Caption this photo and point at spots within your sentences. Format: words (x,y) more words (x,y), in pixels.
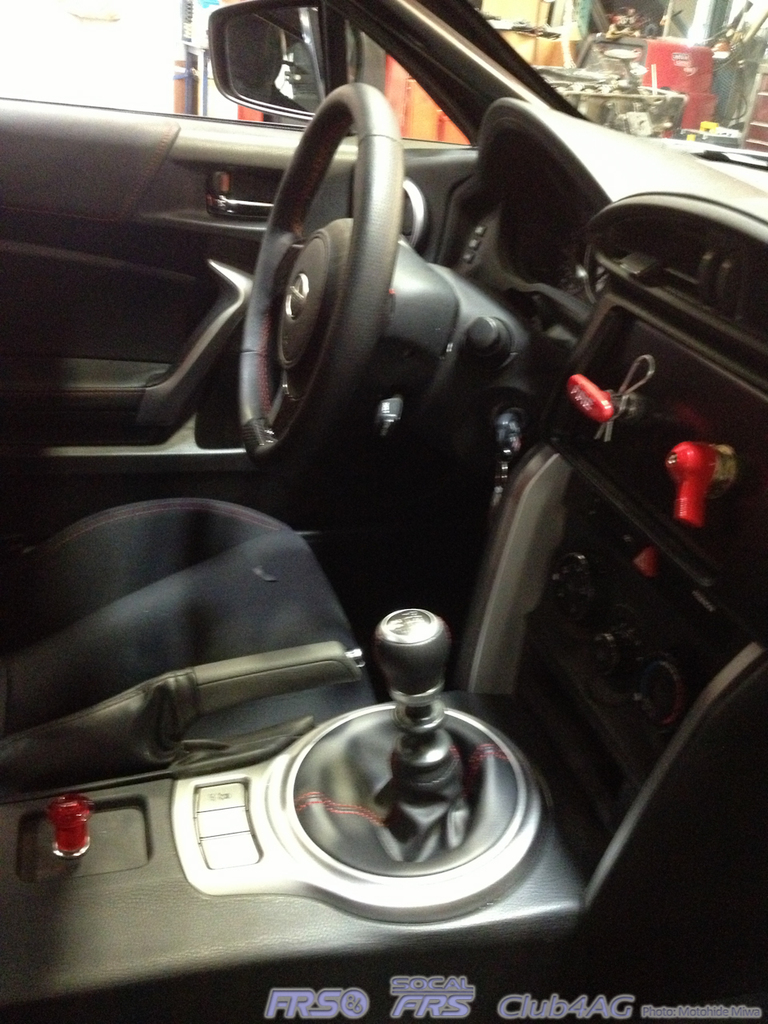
In this image we can see an inner view of a car (255,354) containing the steering (294,341), gear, seat (260,524), windows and a mirror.
